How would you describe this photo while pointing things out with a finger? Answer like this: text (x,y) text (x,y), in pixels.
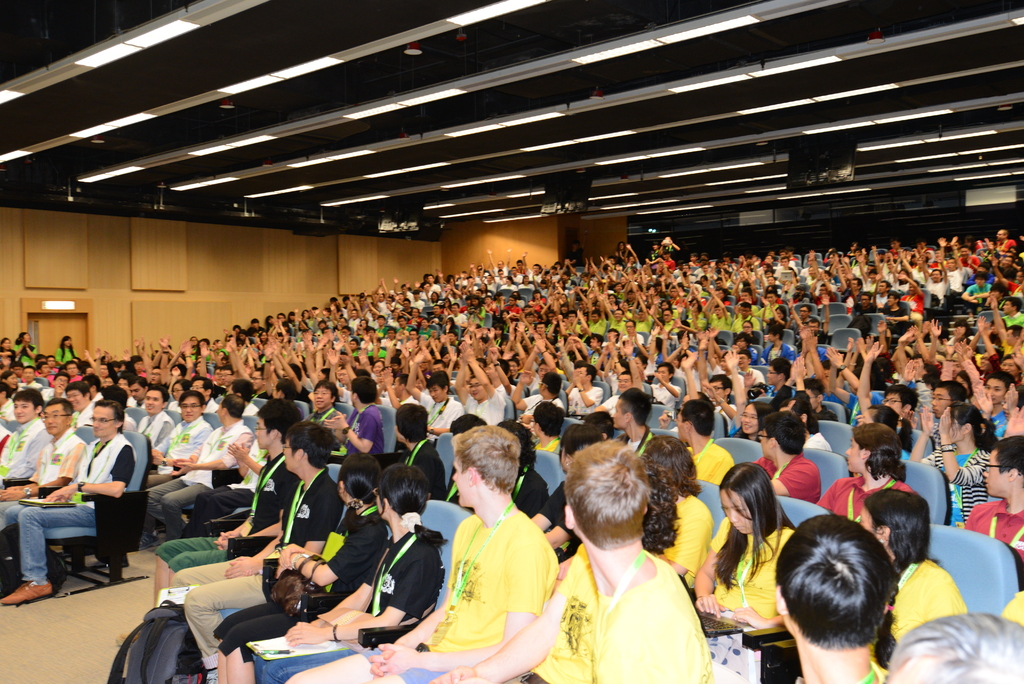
This is a picture taken in an auditorium (328,627). In this picture there are audience (308,401) sitting in chairs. At the top (329,128) there are lights (613,137) to the ceiling (136,101).
